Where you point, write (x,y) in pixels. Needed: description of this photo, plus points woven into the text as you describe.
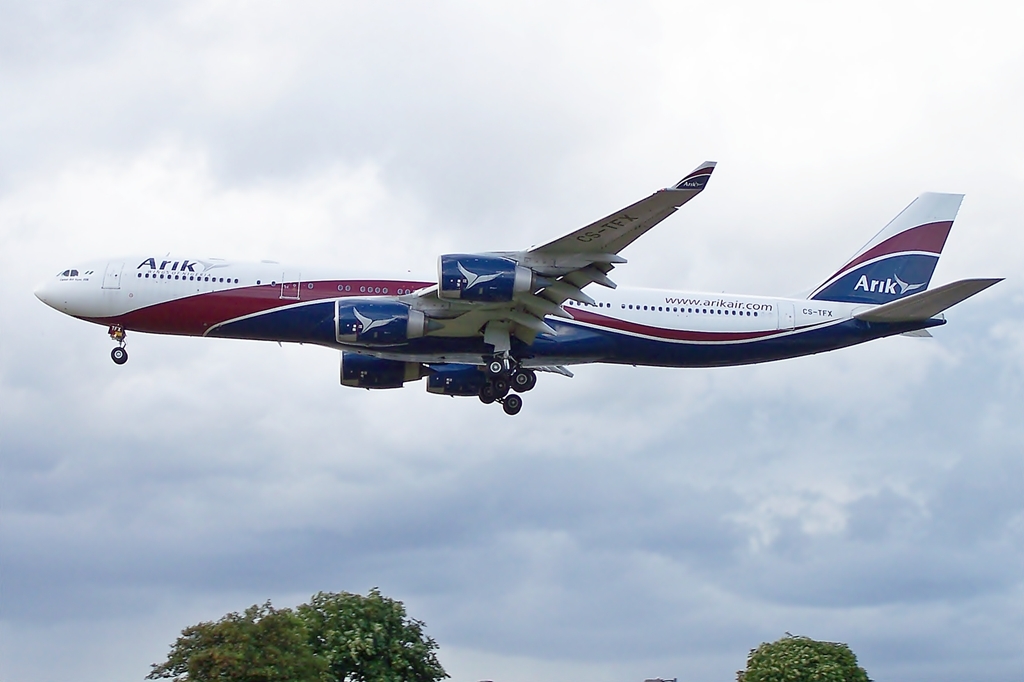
In this picture we can see an airplane (466,335) is flying in the sky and under the airplane (426,325) there are trees (255,647) and behind the airplane (453,348) there is a cloudy sky (105,515).
